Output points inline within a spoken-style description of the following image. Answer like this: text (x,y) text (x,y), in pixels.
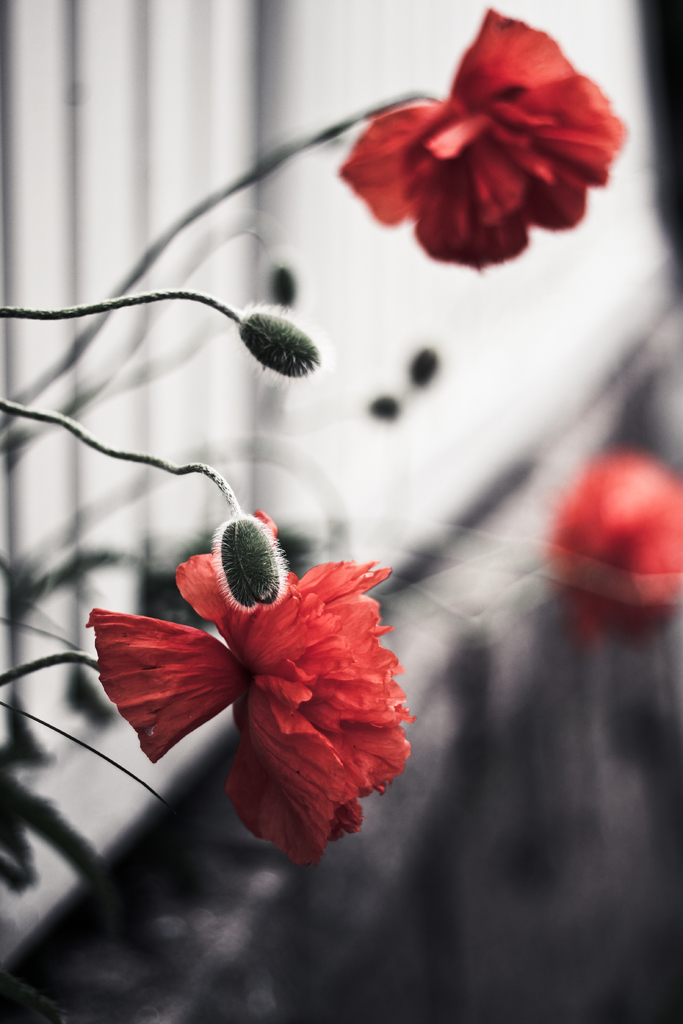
It is an edited image, it is a black and white picture and only the flowers (434,190) were highlighted in red color.
